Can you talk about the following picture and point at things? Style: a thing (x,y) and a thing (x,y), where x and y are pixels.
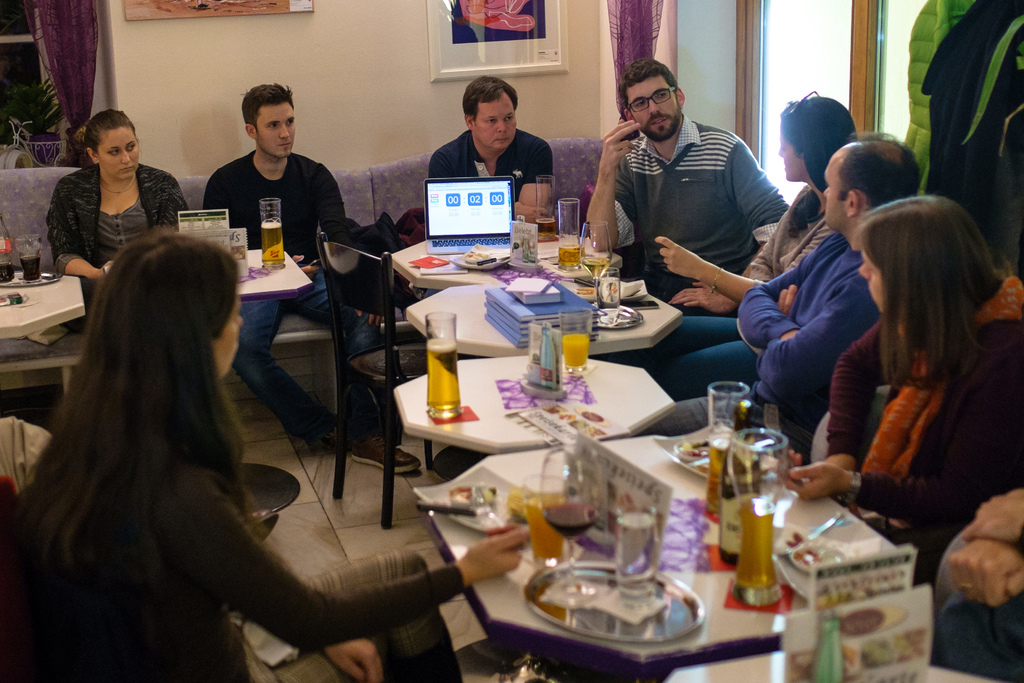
This picture is taken inside the room (937,563), There are some tables (548,403) which are in white color on that tables (481,431) there are some glasses (566,485) some books (512,311) and there is a laptop (461,202) in white color on the table (487,271), There are some people (914,316) sitting on the chairs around the tables (686,680), In the background (319,96) there is a white color wall (370,61) and there is a brown color door (855,60).
